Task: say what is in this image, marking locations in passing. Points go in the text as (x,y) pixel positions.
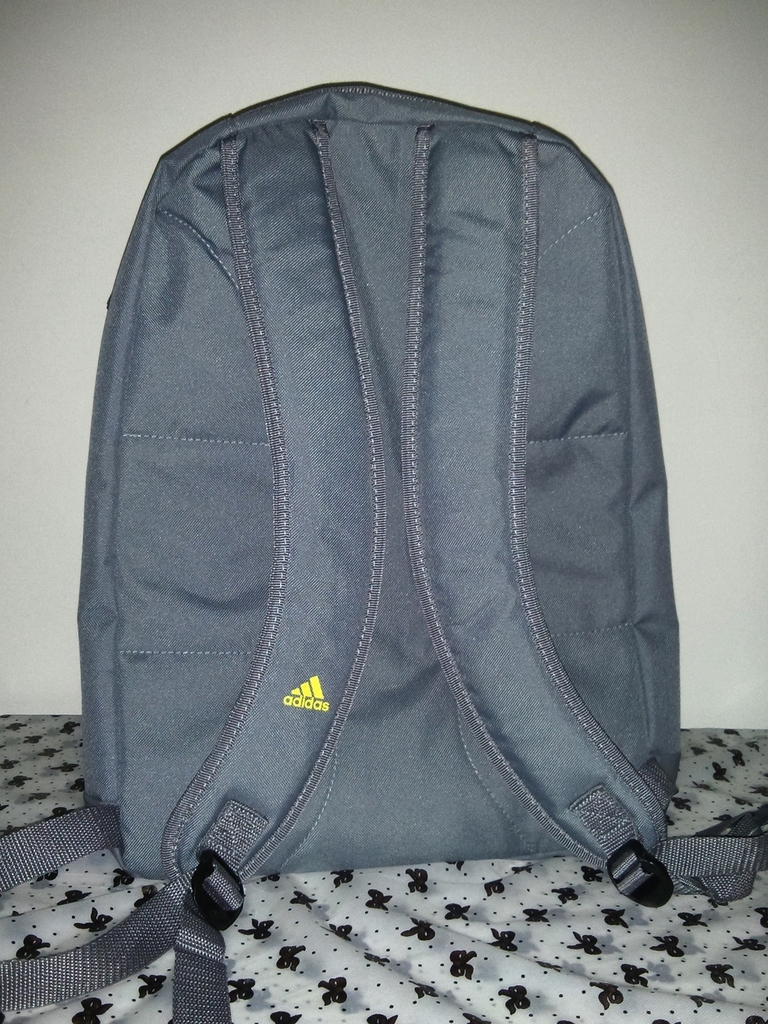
This picture shows a backpack (51,824).
